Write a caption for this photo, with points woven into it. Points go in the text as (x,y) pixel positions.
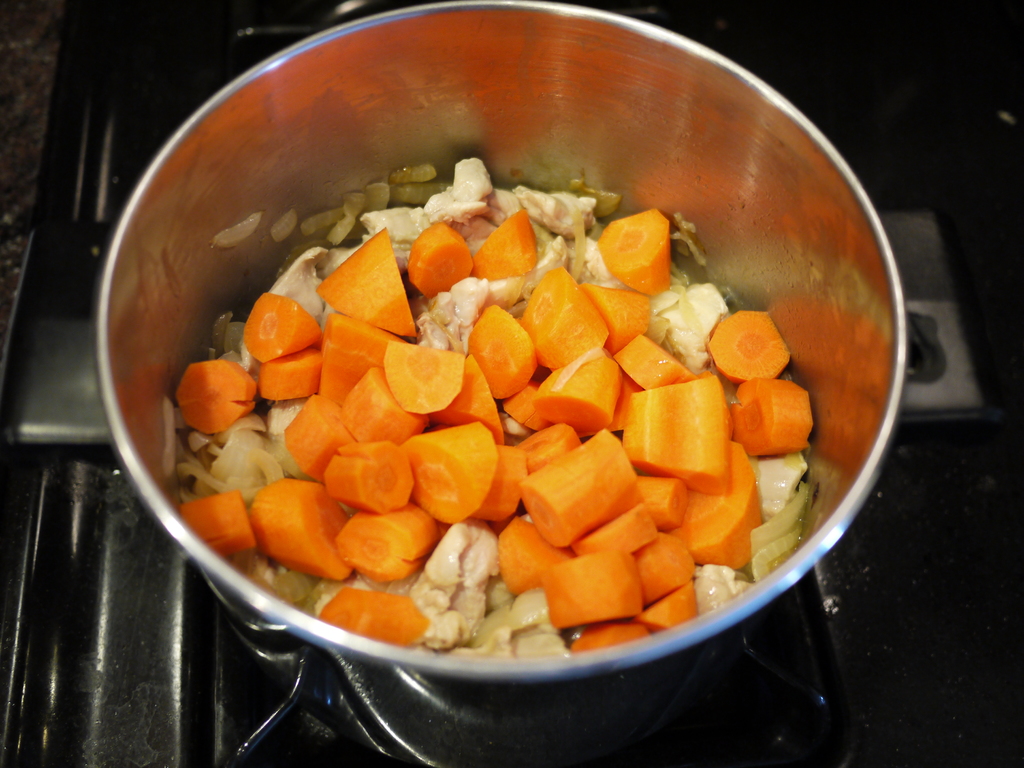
In this image we can see a bowl (487,143) with vegetables (407,180) in it on a stove (133,637).
